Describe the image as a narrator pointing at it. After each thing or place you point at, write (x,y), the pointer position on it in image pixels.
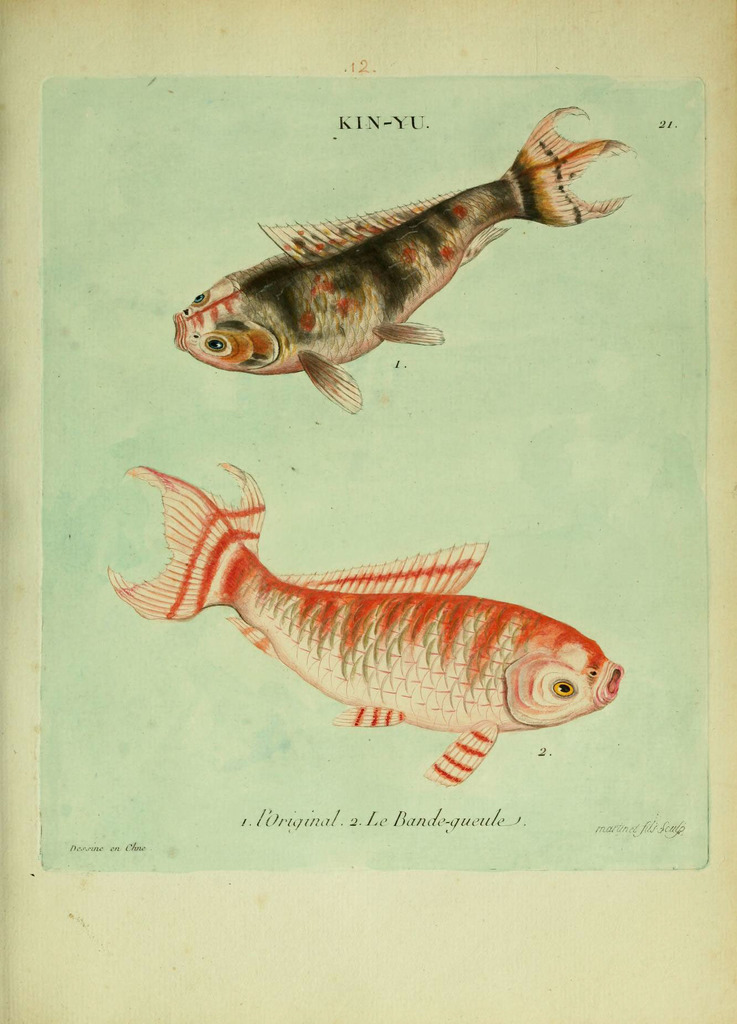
This is a painting and here we can see fishes (366,341) and there is some text (373,822).
